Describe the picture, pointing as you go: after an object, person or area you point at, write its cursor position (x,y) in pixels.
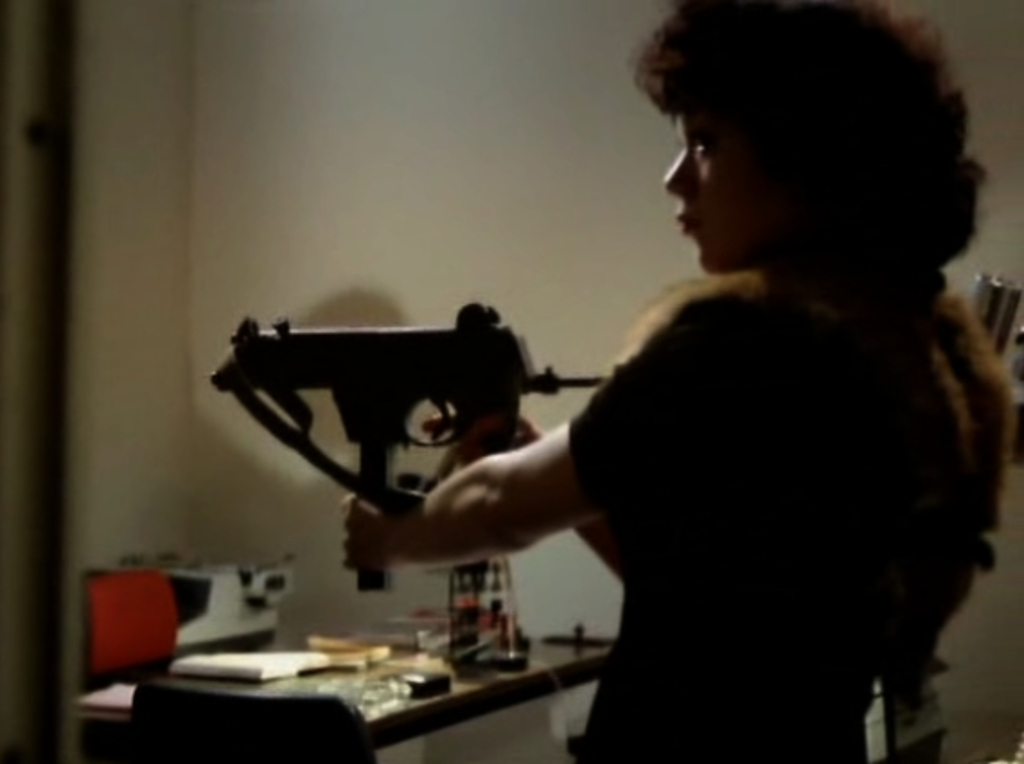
In this picture we can see a person (680,447) holding an object (396,373). Behind the person (714,653), there are some objects (275,661) and a table (419,702). At the top of the image (273,170), there is a wall (230,176).
